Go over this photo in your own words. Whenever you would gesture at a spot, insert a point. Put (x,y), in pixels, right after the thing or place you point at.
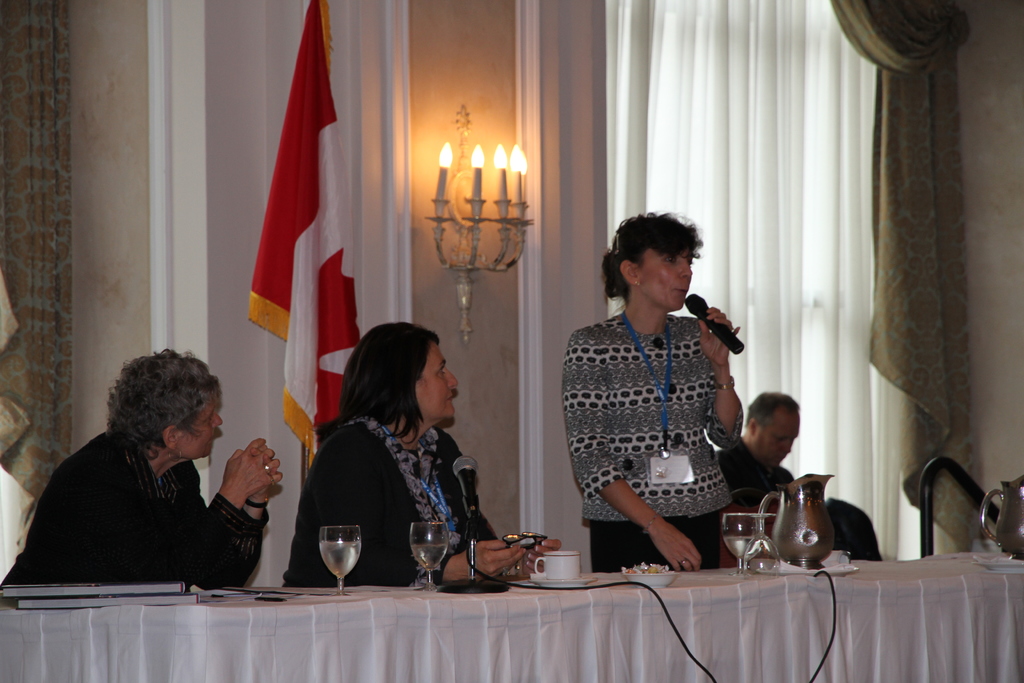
In this image there is person (613,347) stand in front of the table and three person (740,446) sitting in front of the table (291,589) and there are the glasses (421,556) and cup (545,556) kept on the table (311,591), back side of them there is a red color flag (337,276) and candles (446,185) attached to the wall (433,191) and there is a curtain (650,105) hanging to the wall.
